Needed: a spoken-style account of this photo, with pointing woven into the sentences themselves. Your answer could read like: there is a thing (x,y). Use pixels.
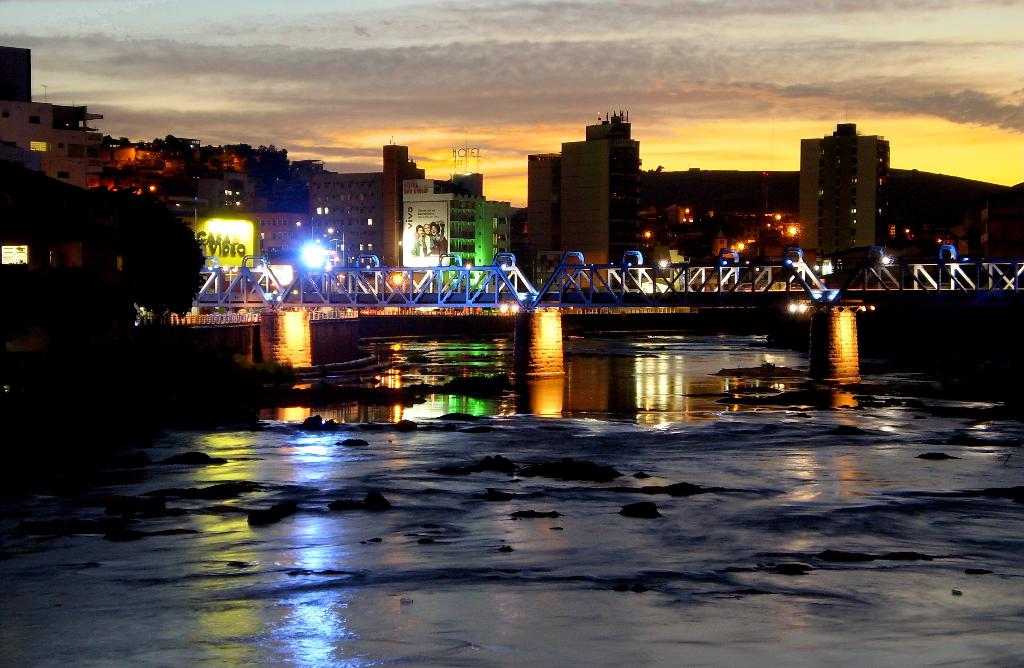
In the image we can see there is water (671,519) and there is a bridge (379,292). Behind there are buildings (72,260) and there is cloudy sky (434,86) on the top (575,86).
